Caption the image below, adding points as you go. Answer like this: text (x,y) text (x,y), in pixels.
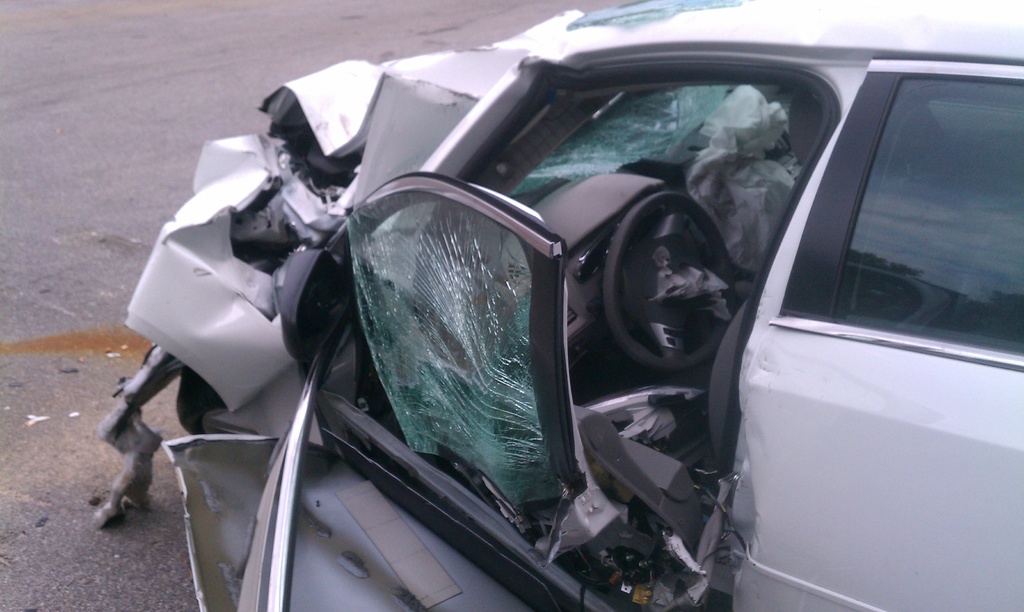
In this image I can see a damaged car (509,295) on the road (82,277). The front part (194,256) of the car (530,217) is crushed.
